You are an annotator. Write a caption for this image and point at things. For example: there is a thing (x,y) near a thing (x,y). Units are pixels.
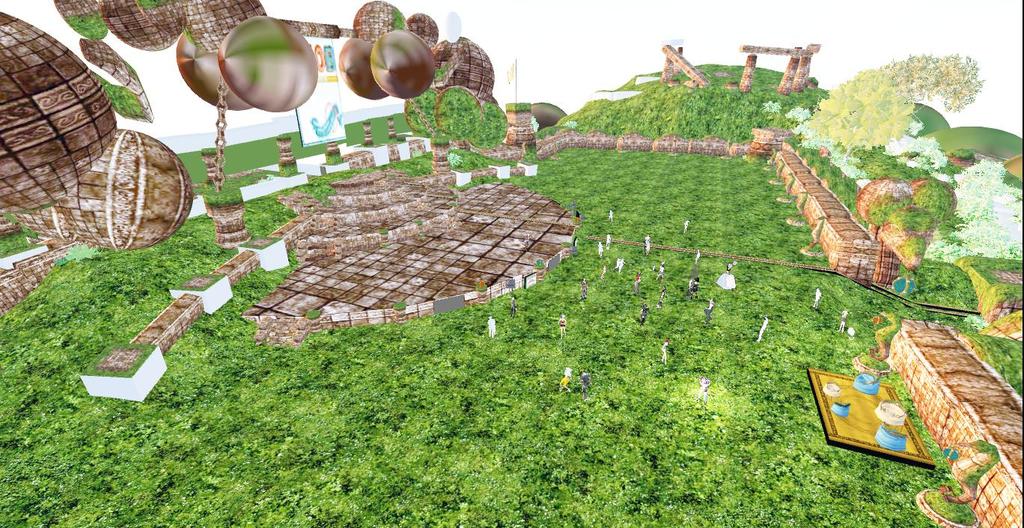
This is a graphical picture and in this picture we can see a poster (337,97), plants (888,329), people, pillars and some objects (388,43) and in the background (573,34) we can see white color.
